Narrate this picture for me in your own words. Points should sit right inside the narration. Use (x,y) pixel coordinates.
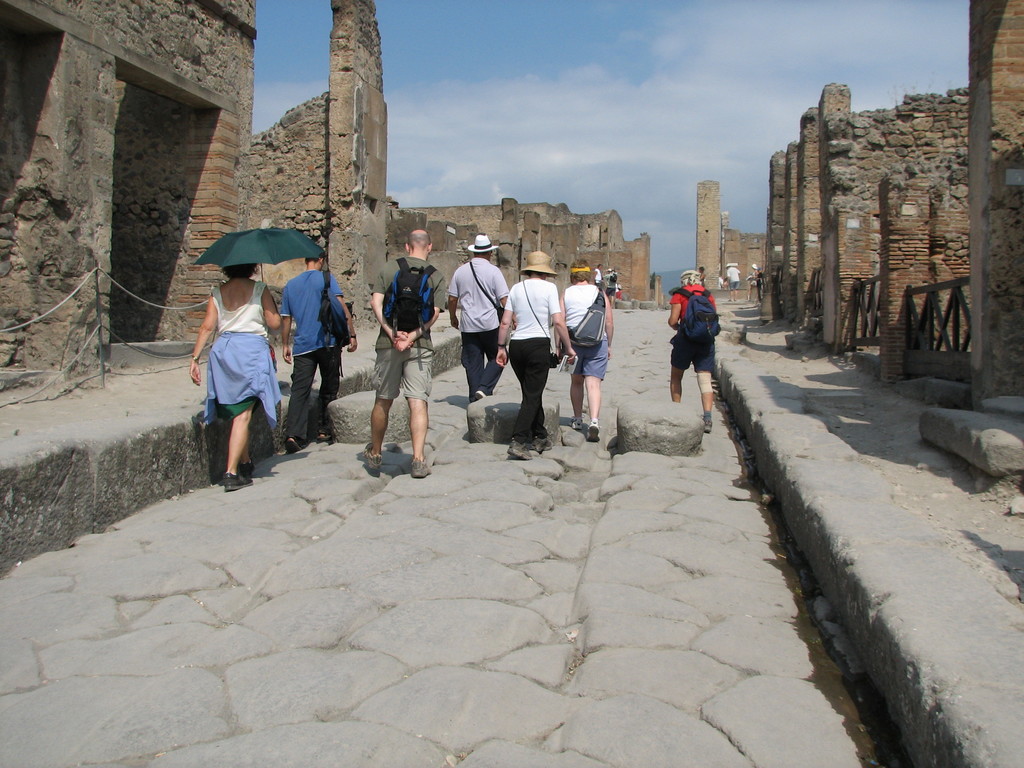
In the center of the picture (600,308) there are people (385,320) walking on cobblestones (642,357). On the right (959,183) there are broken buildings (882,198). On the left (151,241) there are broken buildings (118,229). Sky (635,152) is bit cloudy and it is sunny. In the center of the picture (601,261) there are broken buildings (611,258).
